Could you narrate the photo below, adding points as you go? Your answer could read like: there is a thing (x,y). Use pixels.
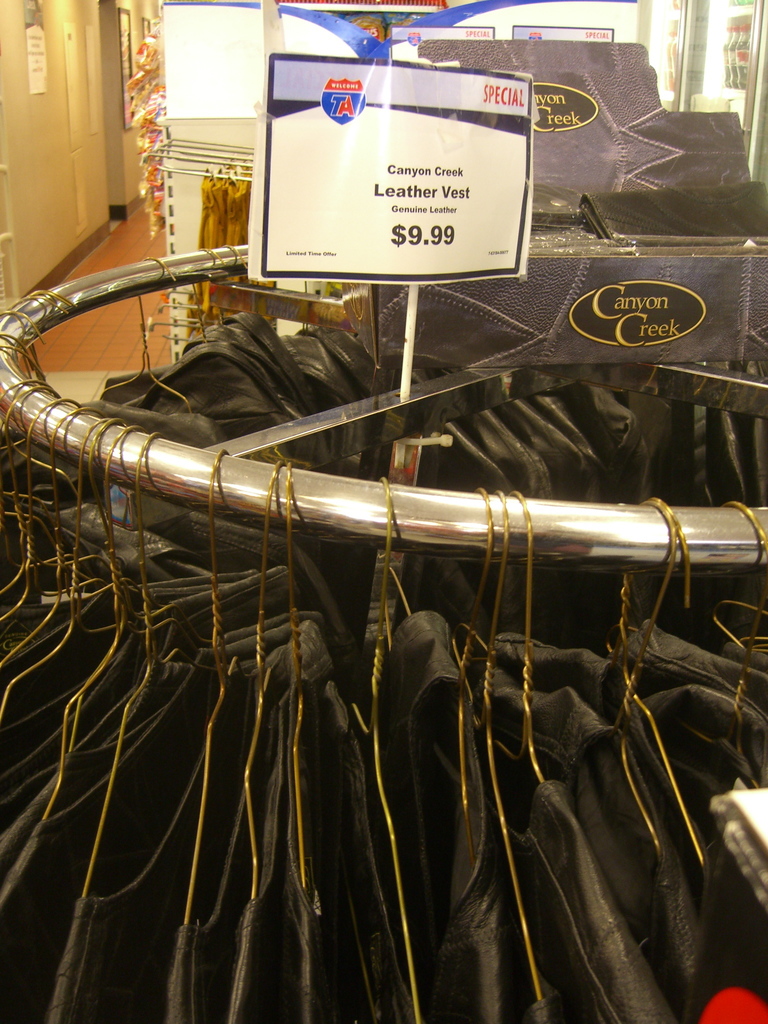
In this image I can see few black colored vests (336,847) are hanged to the metal rods (263,518). I can see the white colored board (402,149). In the background (214,218) I can see few other clothes (225,184) hanged, the wall (10,152), the floor (141,219) and few other objects (433,59).
